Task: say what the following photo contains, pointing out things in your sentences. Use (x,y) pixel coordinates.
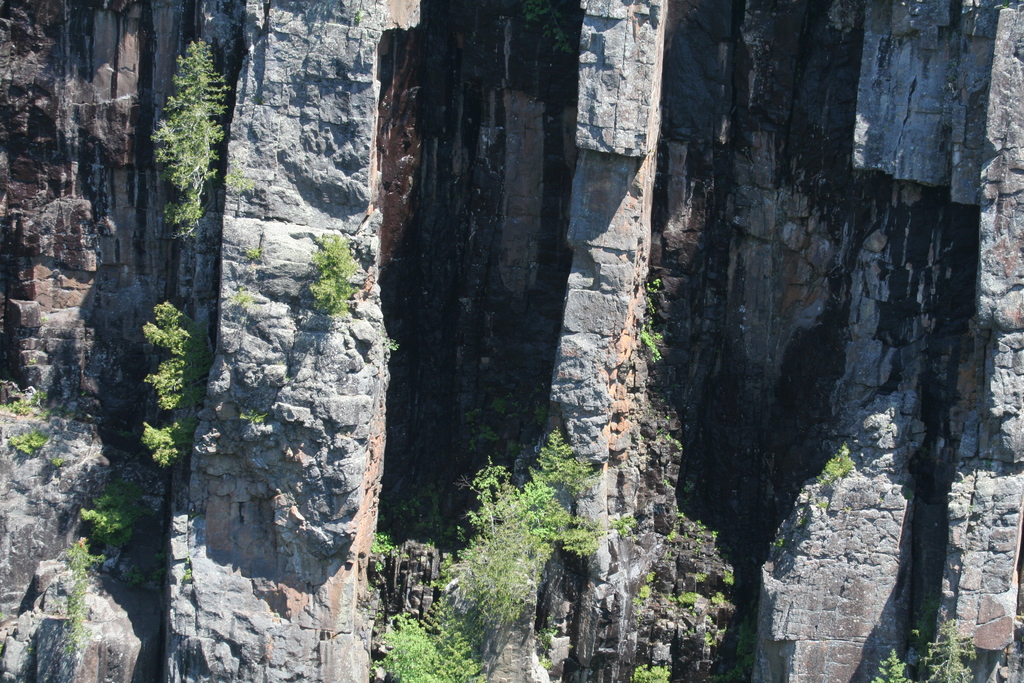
In this picture there is a mountain (474,159) and there are few plants (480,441) around it in the image.
